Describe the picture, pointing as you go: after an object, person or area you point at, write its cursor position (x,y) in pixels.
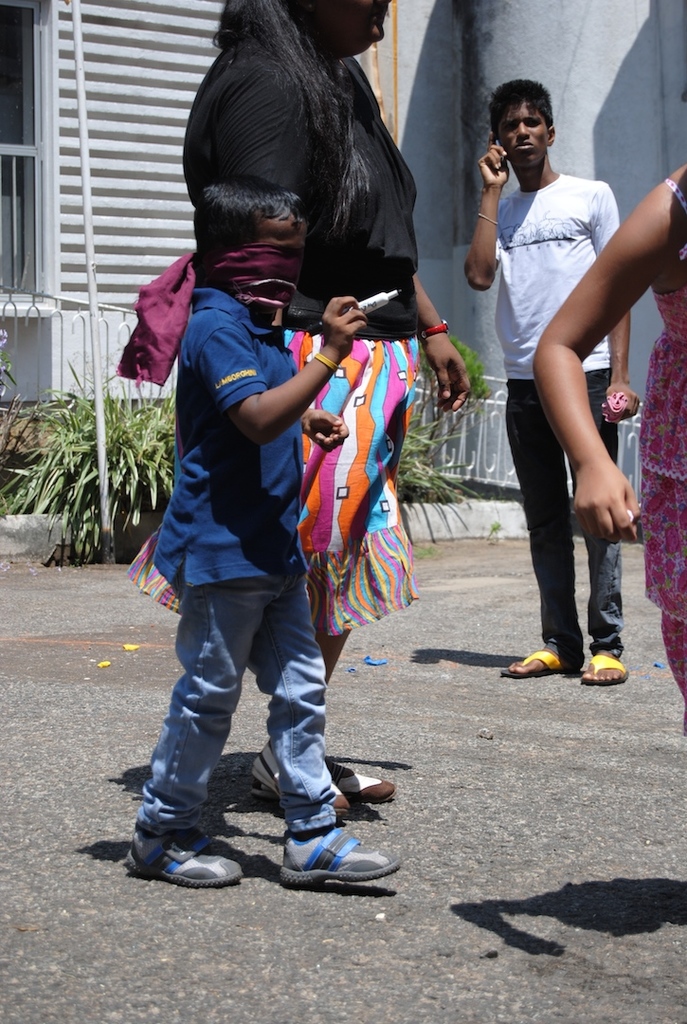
In this image we can see a few people (277,162) standing. And we can see one kid (219,398) wearing a face mask (263,269). And we can see the poles (97,431). And we can see the metal railing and plants (425,461).
